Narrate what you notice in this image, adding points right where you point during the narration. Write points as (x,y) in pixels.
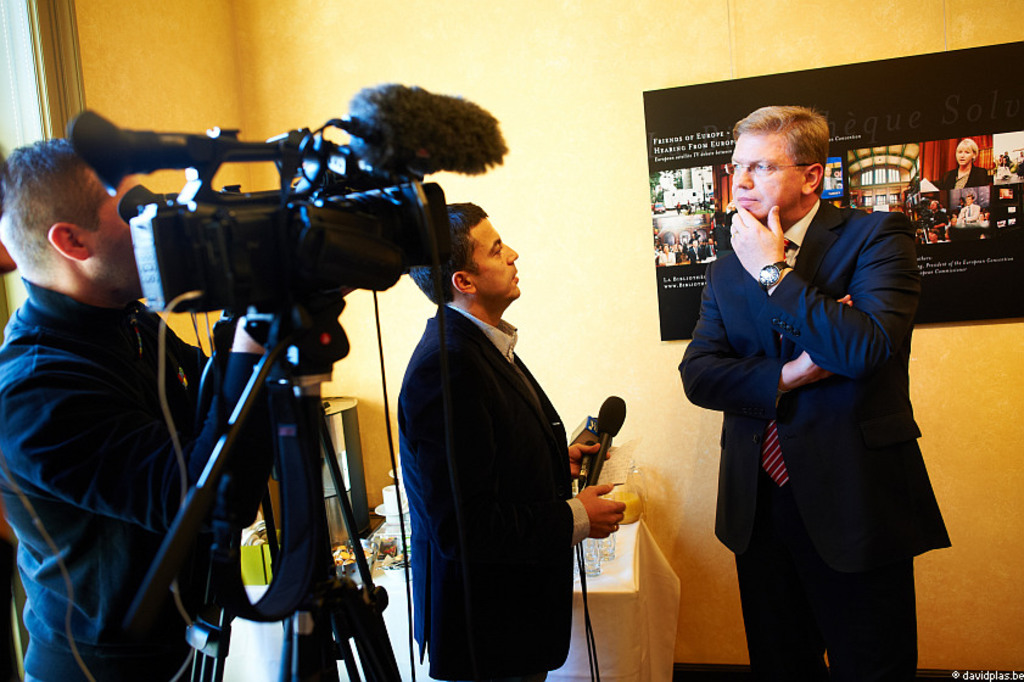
As we can see in a picture that three men (527,411) standing. The right side men (773,305) is wearing a blazer (785,334) and a watch (763,284) in his hand (765,234). There is a table (633,559) on which a jar (636,479) and glass (590,548) is kept. This is a video camera (251,248).
